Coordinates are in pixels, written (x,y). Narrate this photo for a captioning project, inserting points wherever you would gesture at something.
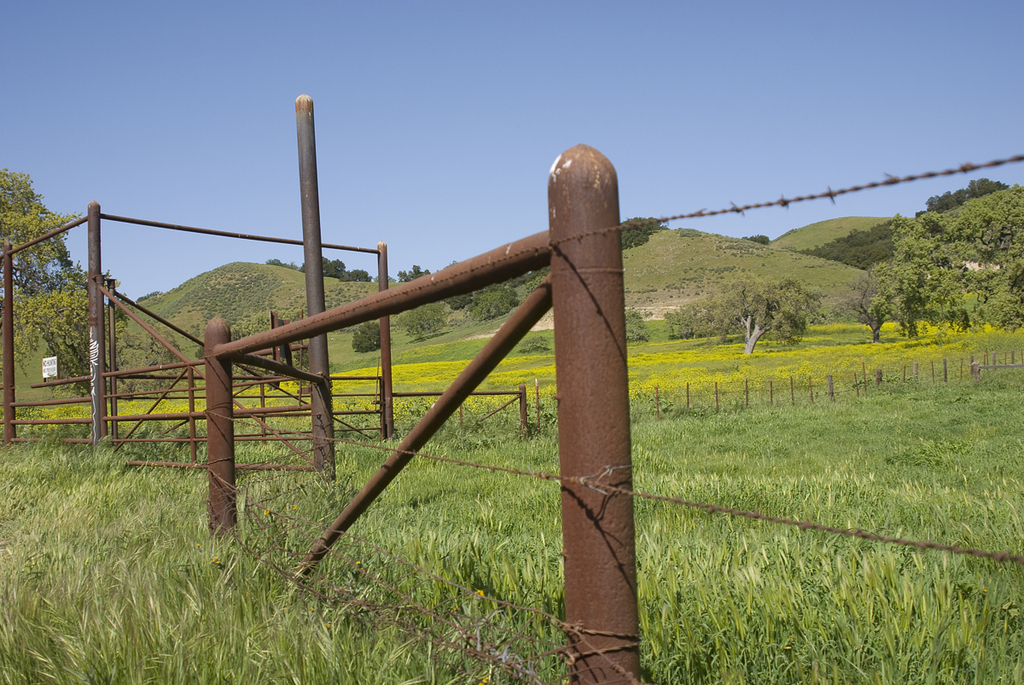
Here we can see fence (263,395), poles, field (993,523), a small board (46,373) attached to the pole (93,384). In the background (255,253) there are trees (29,266), grass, mountain (766,270) and sky (528,140).
